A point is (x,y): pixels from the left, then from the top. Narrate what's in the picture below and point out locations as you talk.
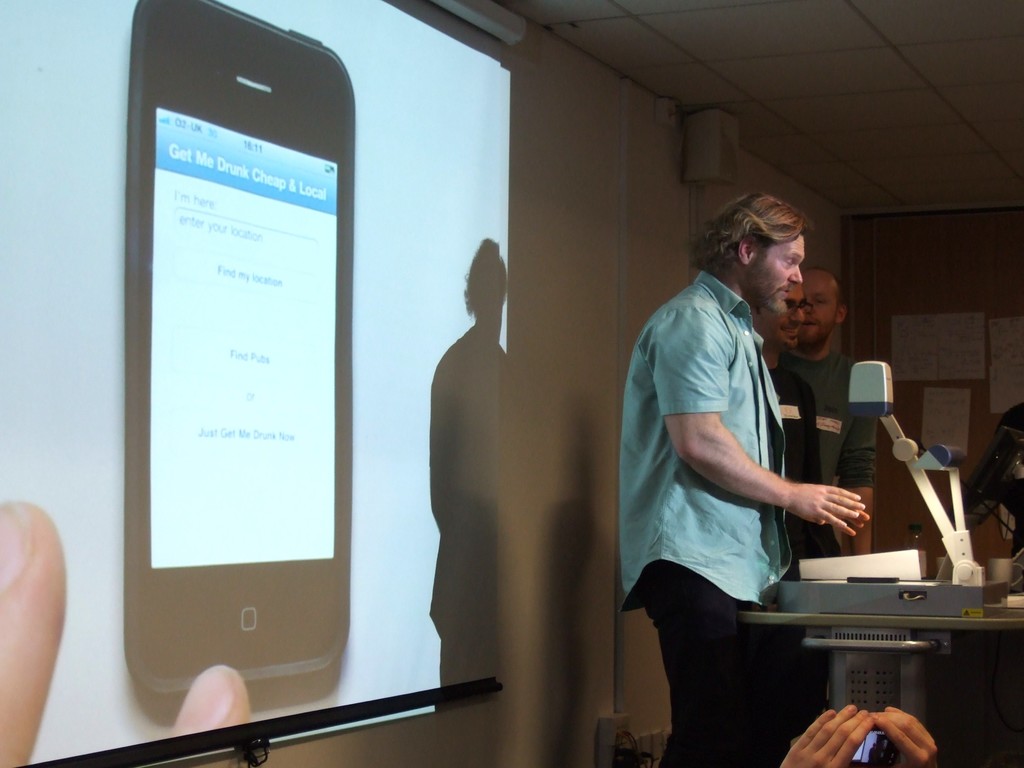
On the right side of the picture (719,447) there are people (826,427), table (902,627) and an electronic gadget (959,563). At the bottom (885,731) there is a person (865,737) holding mobile (878,740). On the left (263,343) it is projector screen (295,270), on the screen (184,377) there is a mobile phone (212,339).
